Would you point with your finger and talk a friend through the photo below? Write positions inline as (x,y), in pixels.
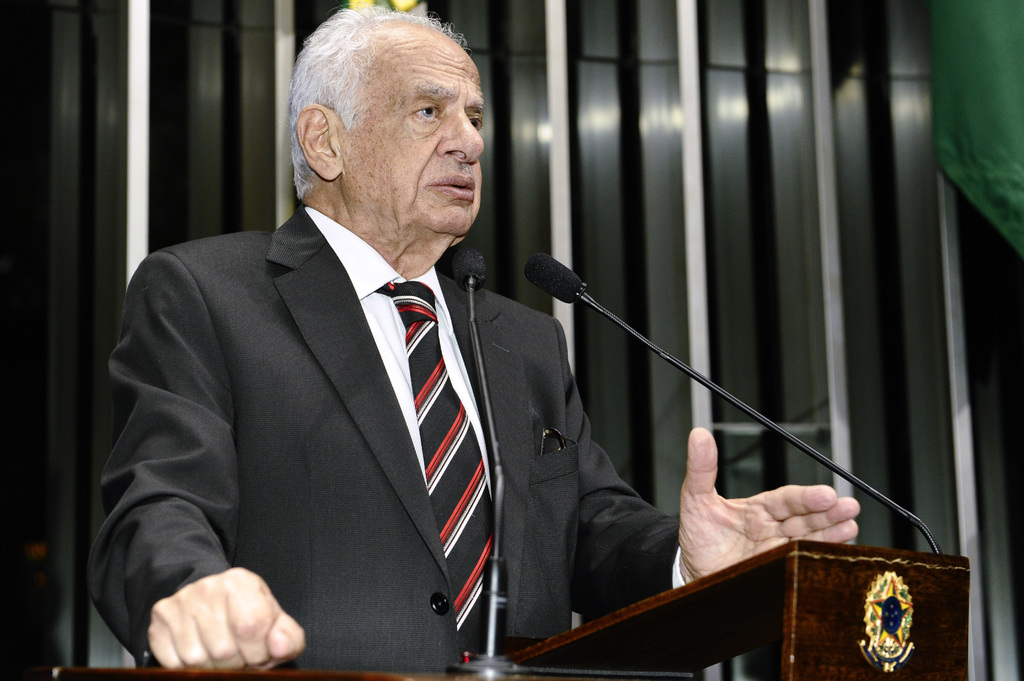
In this picture we can see a man (307,391), in front of him we can see a podium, mics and in the background (1023,133) we can see some objects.
